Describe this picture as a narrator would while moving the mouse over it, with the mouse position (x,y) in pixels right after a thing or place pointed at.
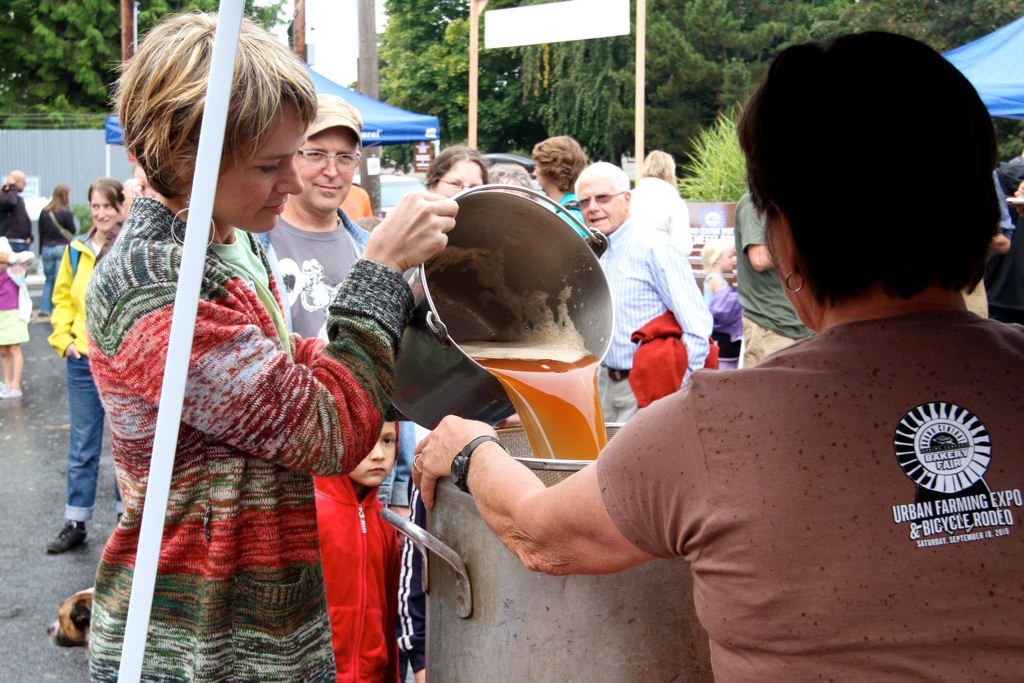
In this image we can see people (971,192). On the left (293,548) there is a person (256,459) standing and holding a bucket (413,390). She is pouring liquid (509,349) into the container (594,617). At the bottom (86,650) there is a dog (85,629) and we can see a container (618,636). In the background (676,163) there are trees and tents (1011,89). We can see boards (603,29).
